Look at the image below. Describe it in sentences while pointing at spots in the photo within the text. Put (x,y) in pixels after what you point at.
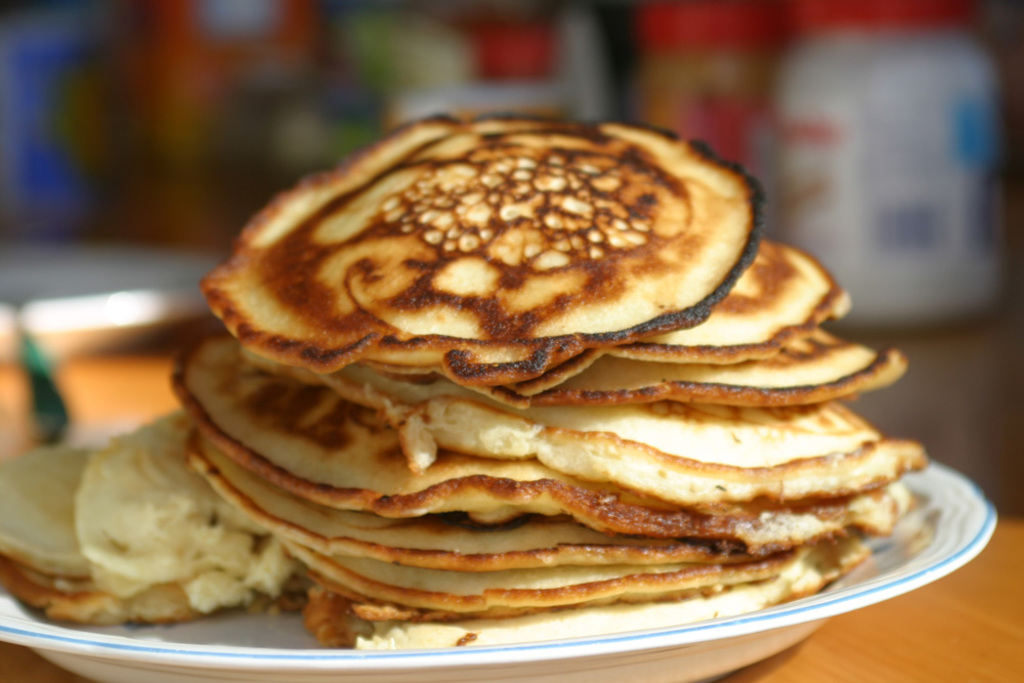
In the foreground of this image (542,417), there are pan cakes (540,528) on a platter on the wooden surface (928,636) and the background (936,100) image is blur.
